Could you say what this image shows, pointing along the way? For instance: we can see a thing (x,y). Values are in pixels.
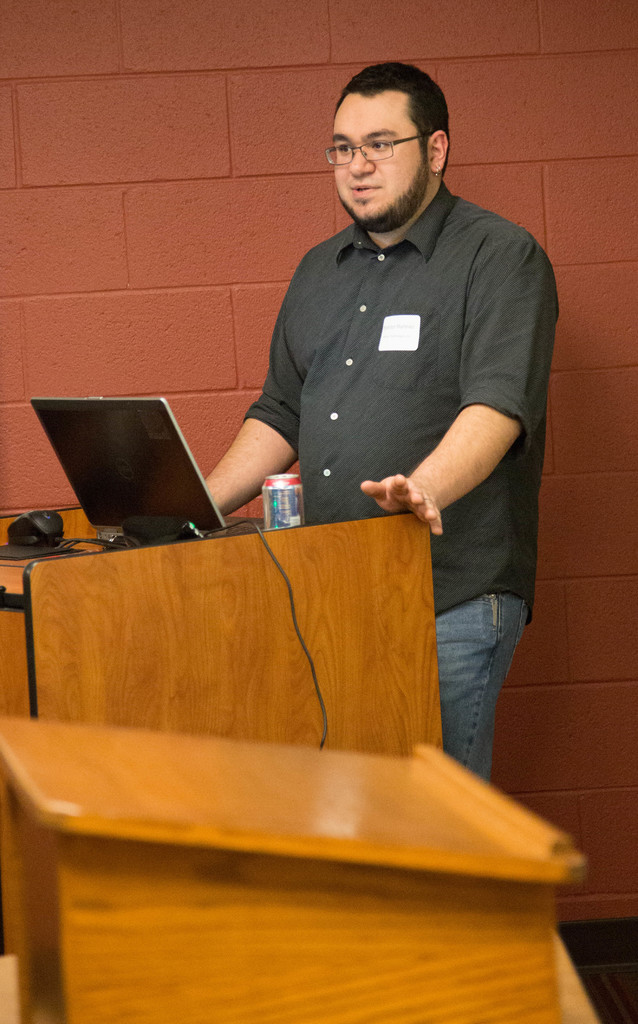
In this picture a guy (405,316) is standing in front of a brown color table (336,560) and there is a laptop (152,501) on top of it. There is a red color wall (170,317) in the background (170,309).
